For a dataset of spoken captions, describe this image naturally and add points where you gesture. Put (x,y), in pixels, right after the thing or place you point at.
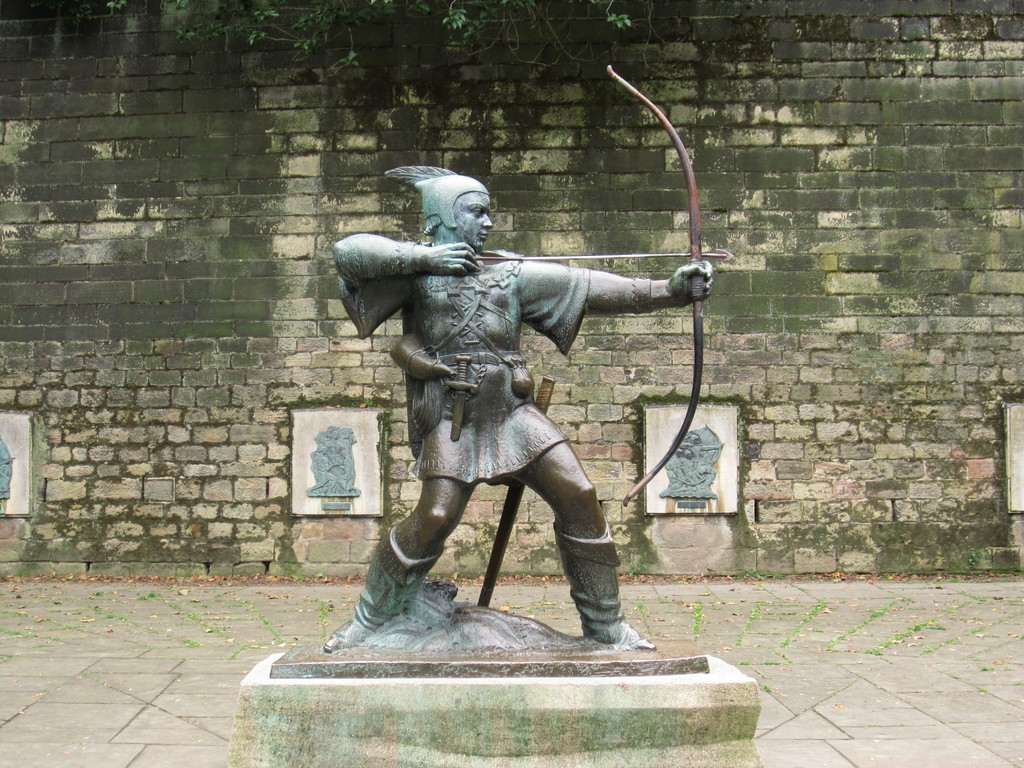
In this image, we can see a statue (451,469). At the bottom of the image (62,734), there is a path (92,752). In the background (133,170), there are sculptures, wall (922,285), leaves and stems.
